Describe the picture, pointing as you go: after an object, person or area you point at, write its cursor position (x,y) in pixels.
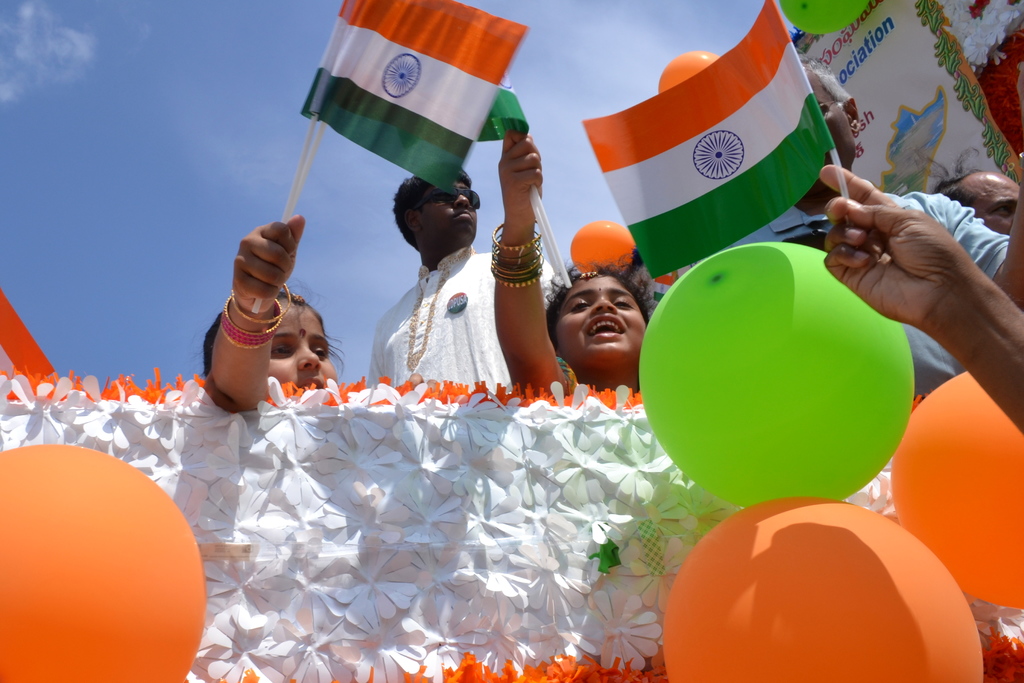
In this image in front (948,566) there are balloons (194,563). There are white color flowers (428,498). There are people (498,264) holding flags (666,176), banner (943,140). In the background of the image (165,193) there is sky (147,198).
